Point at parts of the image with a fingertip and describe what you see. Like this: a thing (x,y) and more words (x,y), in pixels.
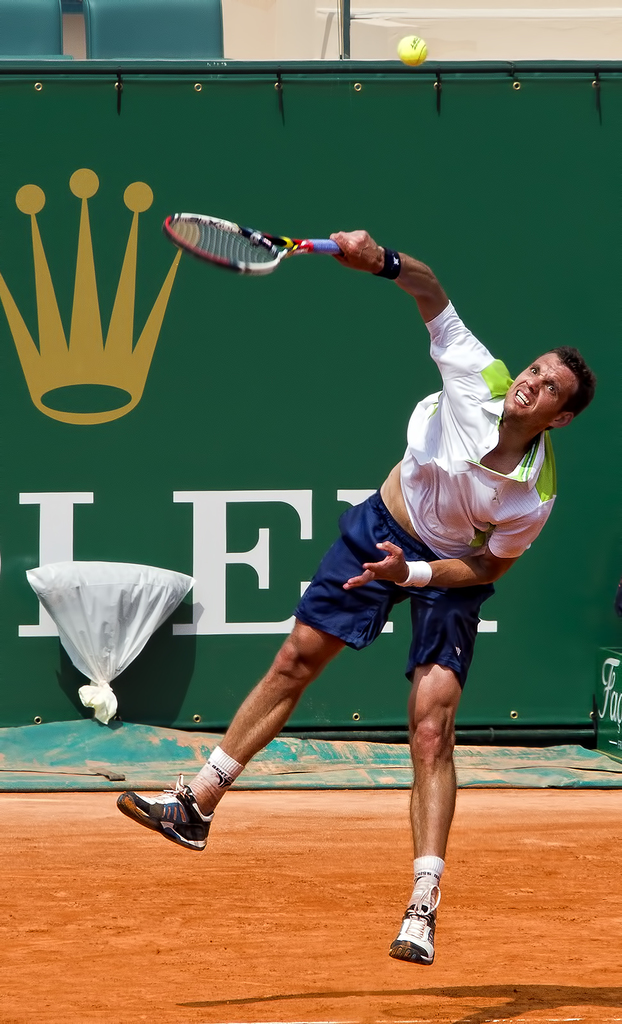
There is a sports person (425,511) wearing white color T-shirt (433,472) and holding a racket (338,251) in his hand (342,253) and at the top of the image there is a ball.
